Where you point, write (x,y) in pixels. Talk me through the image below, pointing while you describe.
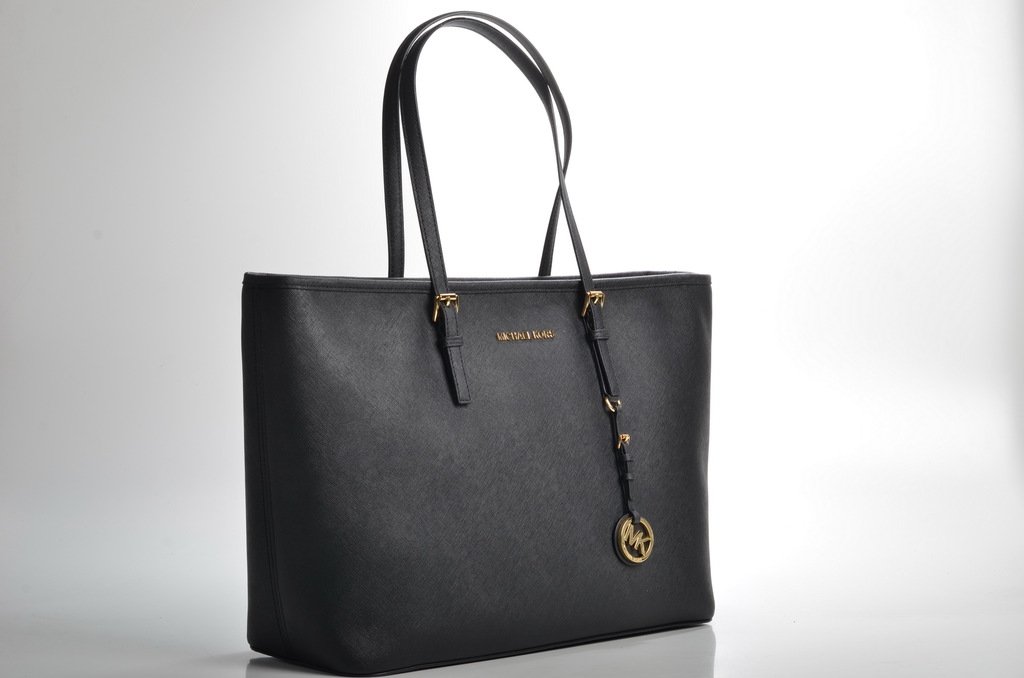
In the center (509,314) we can see handbag (458,383), which is in black color.
